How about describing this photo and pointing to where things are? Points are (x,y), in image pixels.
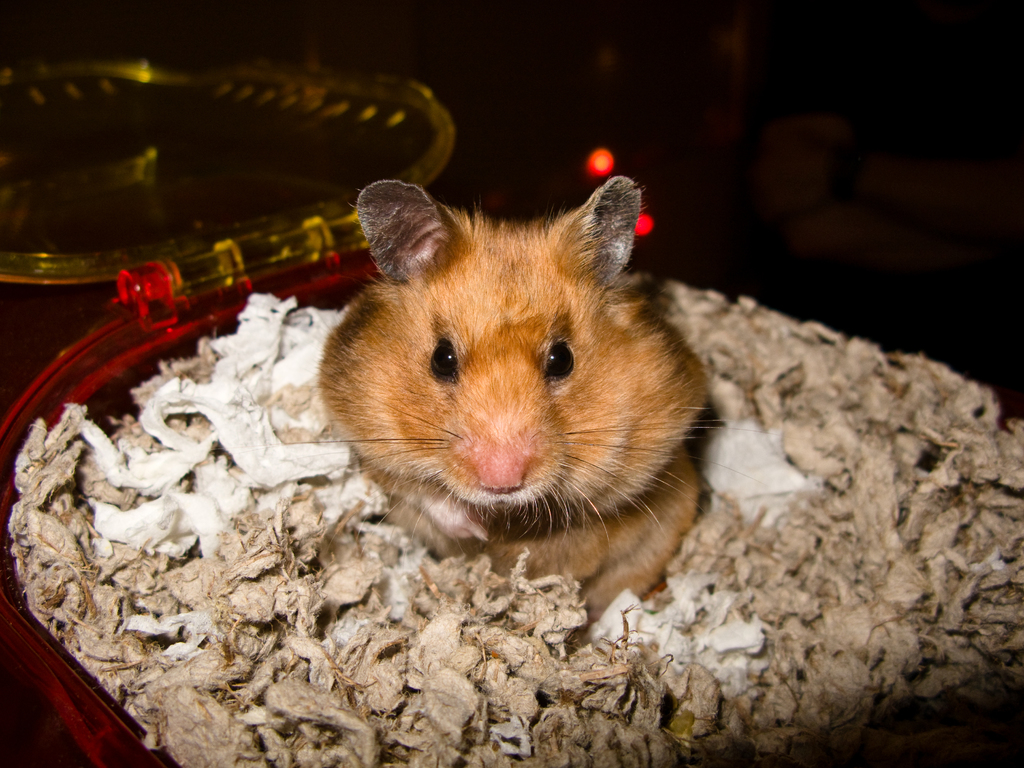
In this picture we can see one hamster (502,438) placed in the container (106,721).
